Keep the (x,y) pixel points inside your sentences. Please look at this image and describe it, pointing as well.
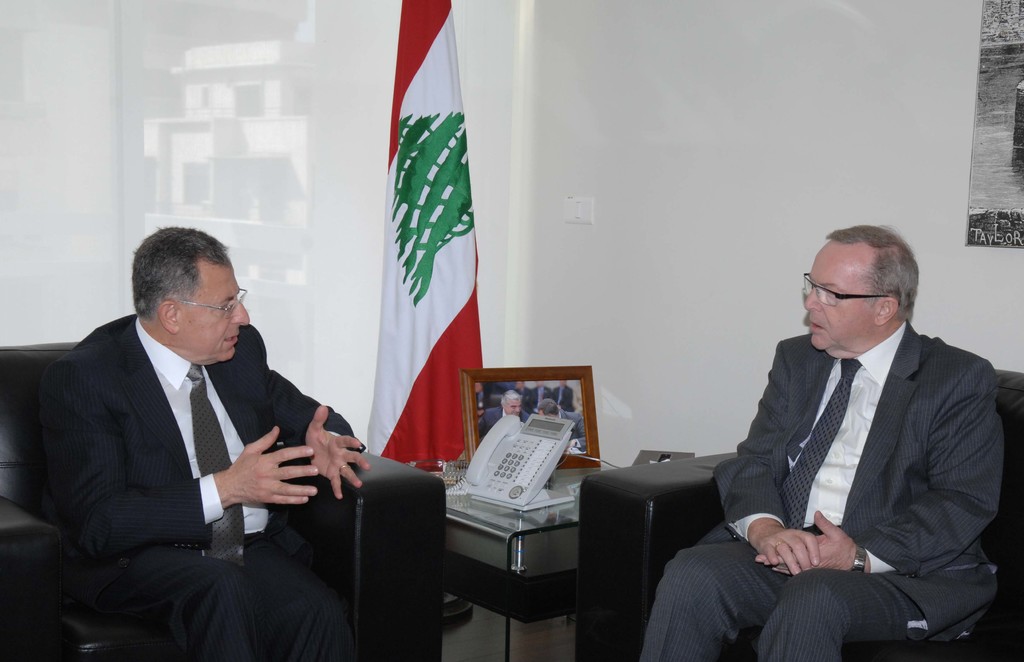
In the center of the image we can see two persons (772,527) are sitting on the sofas (588,570) and they are in different costumes (917,391) and they are wearing glasses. In the background (610,220) there is a wall (513,353), table (525,528), frame (527,416), flag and a switchboard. On the table (540,560) we can see a landline phone (516,494), frame (518,373) and some object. On the left side of the image (253,139), we can see the reflection (194,118) of a building (229,177).
